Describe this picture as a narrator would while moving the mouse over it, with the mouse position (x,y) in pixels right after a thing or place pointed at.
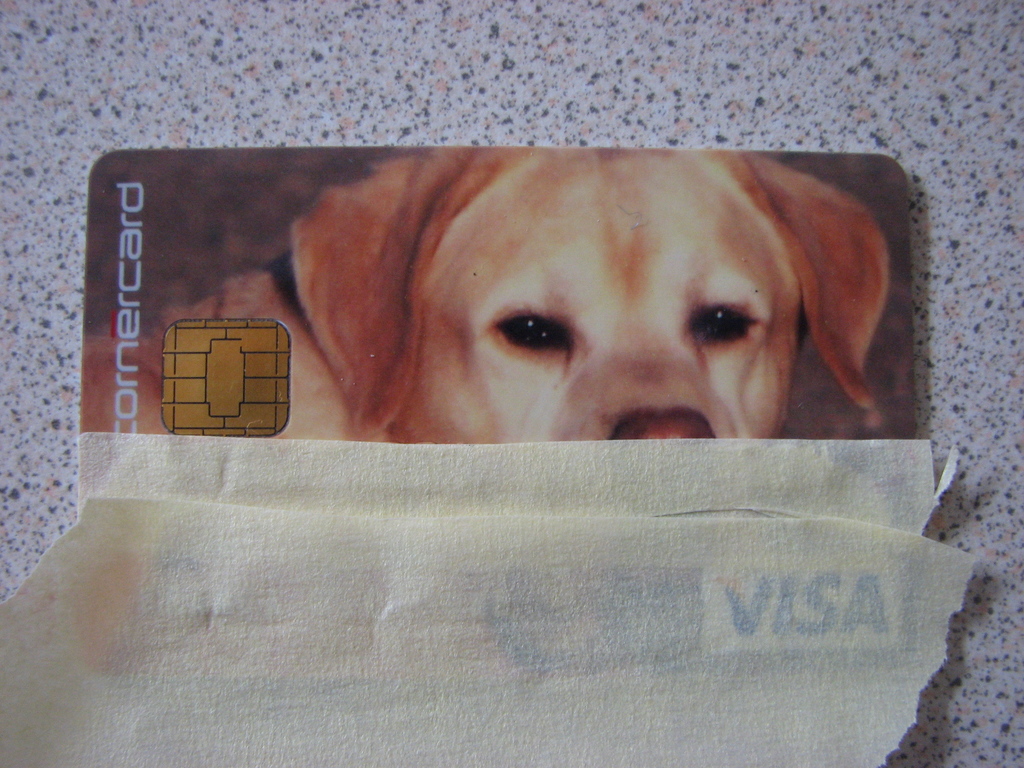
In the picture I can see an electronic card (714,208) on the marble floor (917,222) and there is a photo (536,349) of a dog (536,349) on the card (669,367). I can see the two piece of papers (687,565) on the floor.
